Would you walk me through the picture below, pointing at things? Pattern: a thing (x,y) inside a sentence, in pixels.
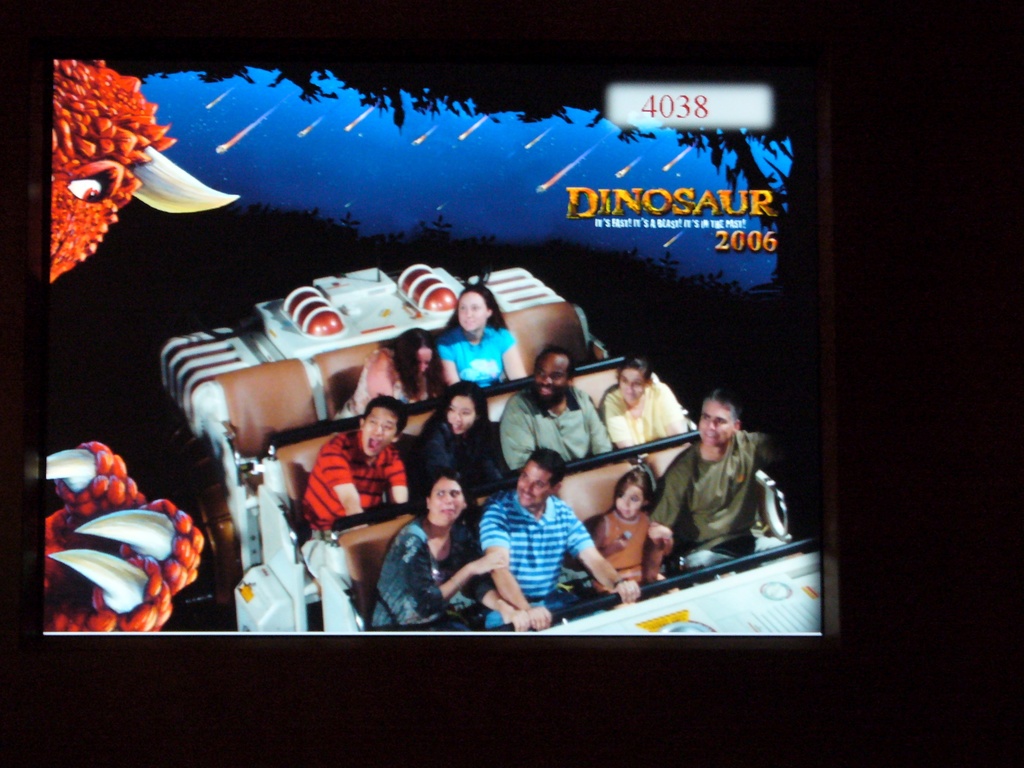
In this image in the middle (356,305) there is a roller coaster (428,410) on that there are some people (428,503) sitting. On the right (732,495) there is a man (708,486) he wear t shirt (699,496) and trouser (708,555). On the left (139,596) there is an animated animal (92,472). At the top (588,216) there is a text (612,199).
